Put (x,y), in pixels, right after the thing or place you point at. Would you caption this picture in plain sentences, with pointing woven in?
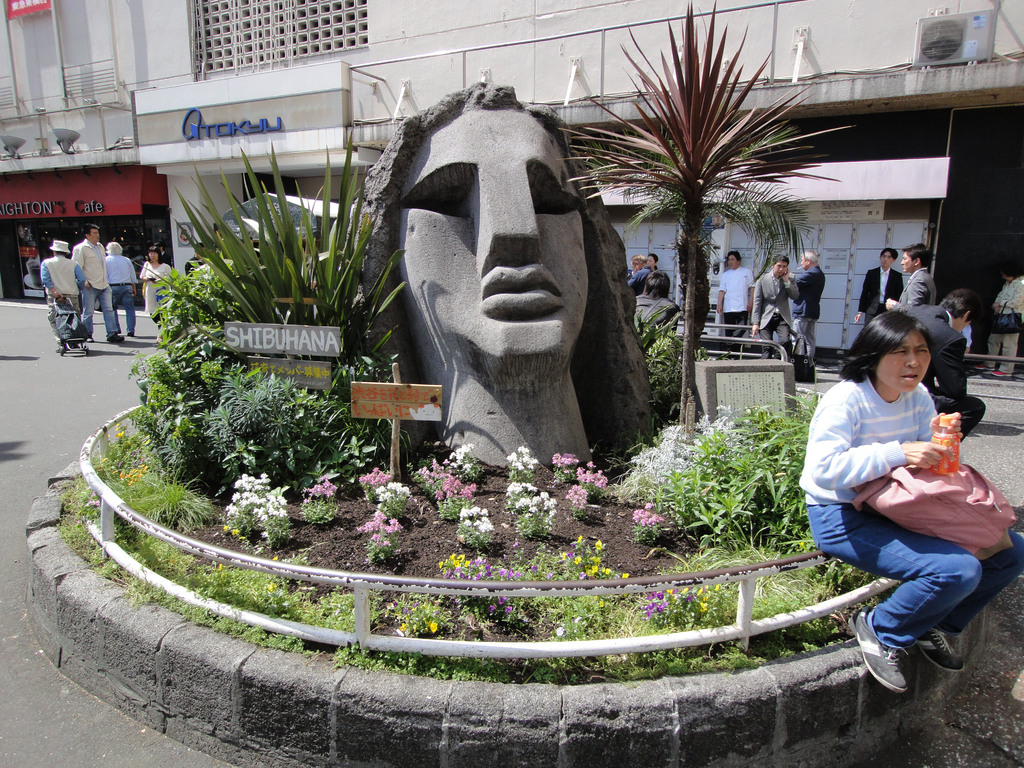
This picture is of outside. In the center (491,299) we can see the sculpture (540,301) of a head (554,274) and the plants (639,481) and a tree (682,166). On the right (884,394) there is a woman (855,418) wearing blue color sweater (863,467), holding a bag (927,493) and sitting. On the left (124,275) there are group of people (115,289) walking. In the background (156,225) we can see the group of persons (780,271) standing and we can see the buildings (300,51).
